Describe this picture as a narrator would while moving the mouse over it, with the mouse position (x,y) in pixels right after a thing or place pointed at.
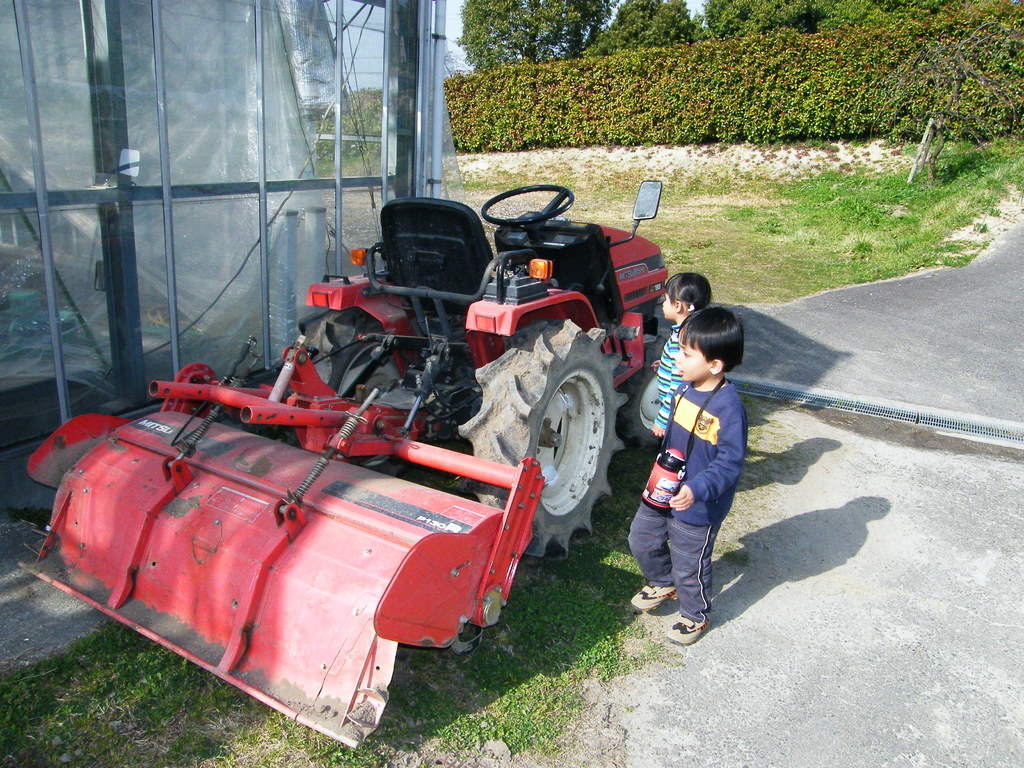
In this image we can see a vehicle (414,387). There are two persons (660,521) in the image. There is a grassy land (863,179) in the image. There are many trees (612,43) and plants (688,43) in the image. There is a road (866,529) and a shed (142,211) in the image.
